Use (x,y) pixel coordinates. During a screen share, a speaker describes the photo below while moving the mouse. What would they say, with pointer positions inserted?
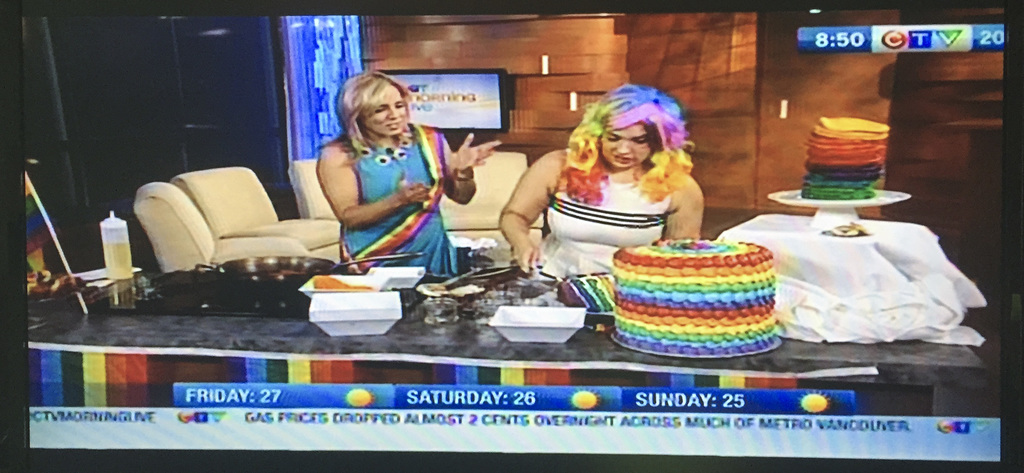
In this image i can see a television screen (730,188), in which i can see a cake (694,314), few bowls (361,295), a gas stove (200,307), a pan (227,273) on the gas stove (260,289), a bottle (116,229) i can see 2 woman (369,226) standing. In the background (514,180) i can see few couches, a television screen (503,94) and the wall (623,65).
